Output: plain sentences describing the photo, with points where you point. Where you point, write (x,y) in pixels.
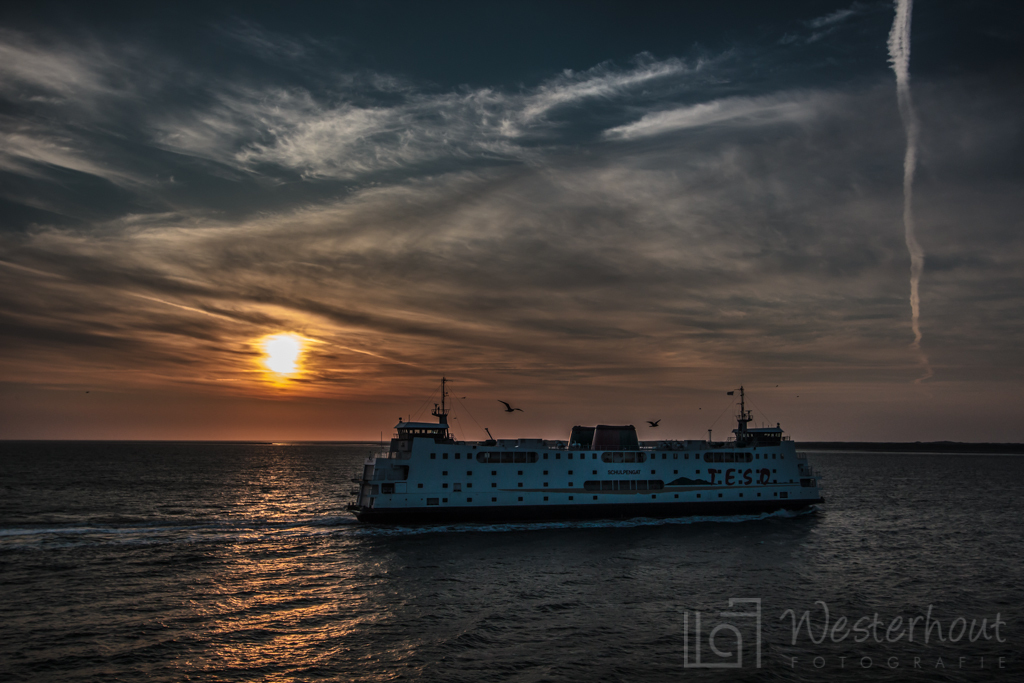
In this picture I can see a ship (551,476) on the water surface (362,590) and sun (292,346) in the sky (300,205).
